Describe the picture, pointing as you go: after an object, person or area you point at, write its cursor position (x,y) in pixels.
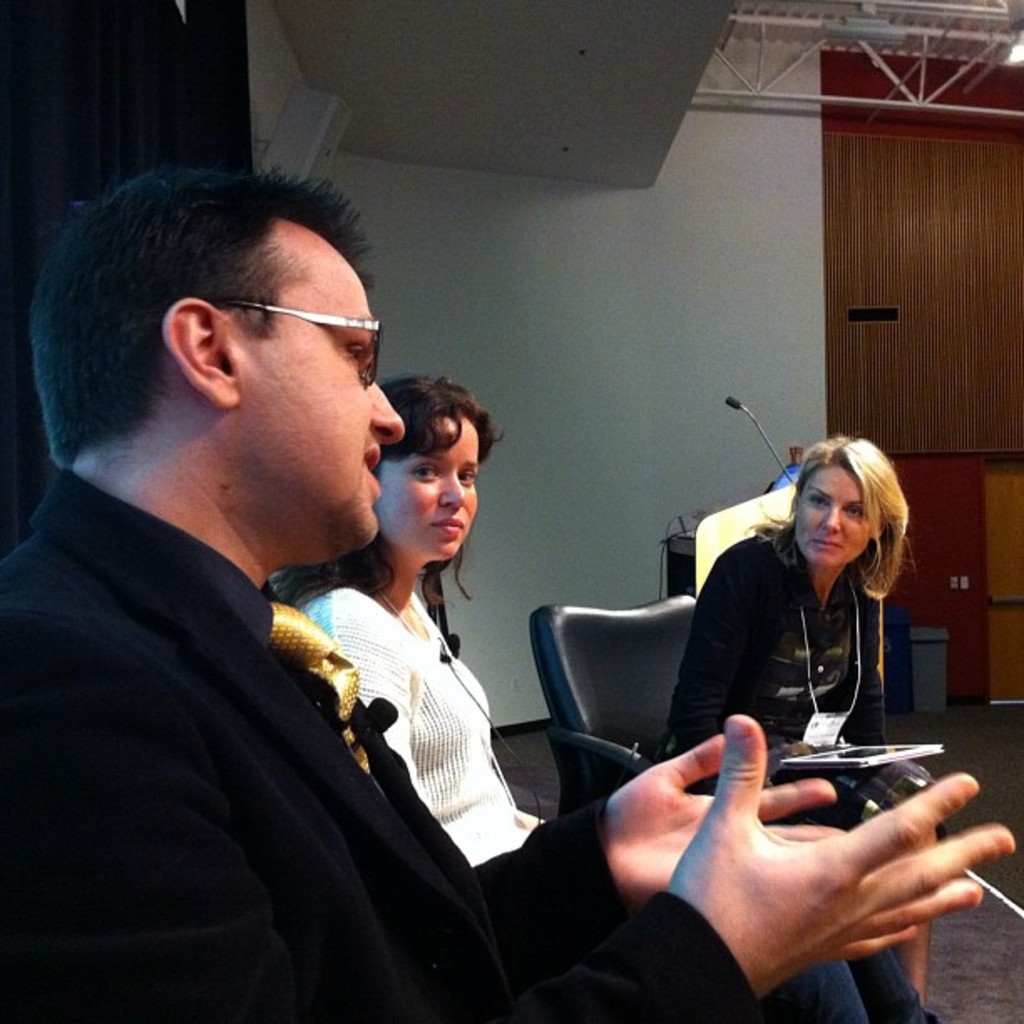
In this image there are three persons (355,639) discussing in between them and at the top of the image (752,94) there is a fencing (922,95) attached to the roof (615,95).
